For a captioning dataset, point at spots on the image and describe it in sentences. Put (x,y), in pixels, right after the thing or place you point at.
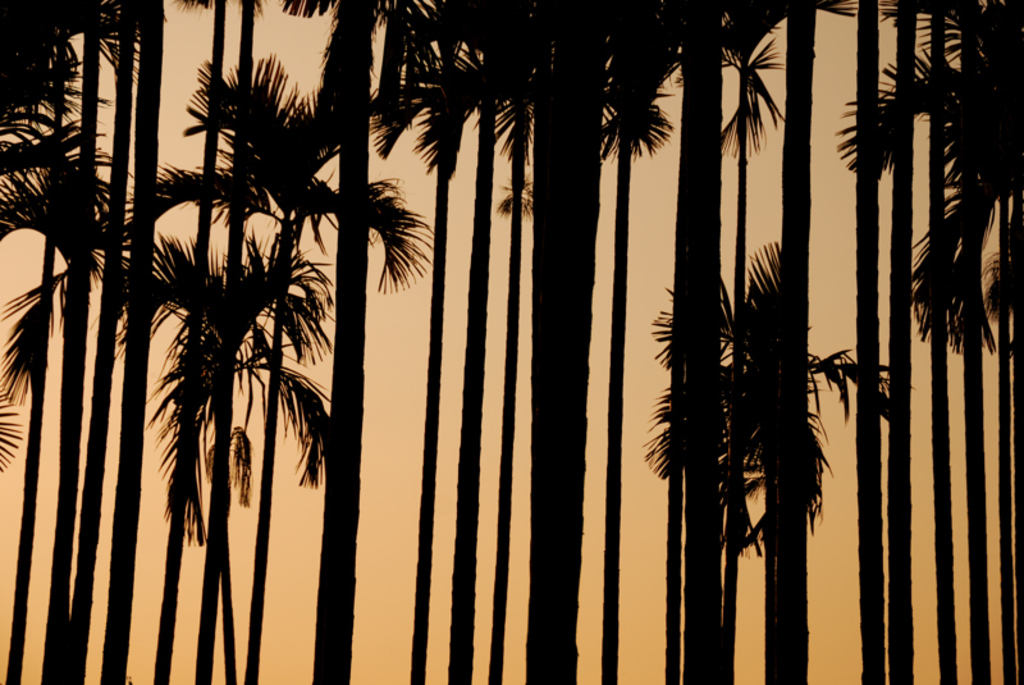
In the picture there are many trees (908,557) present, there is a sunset (446,299) present.
